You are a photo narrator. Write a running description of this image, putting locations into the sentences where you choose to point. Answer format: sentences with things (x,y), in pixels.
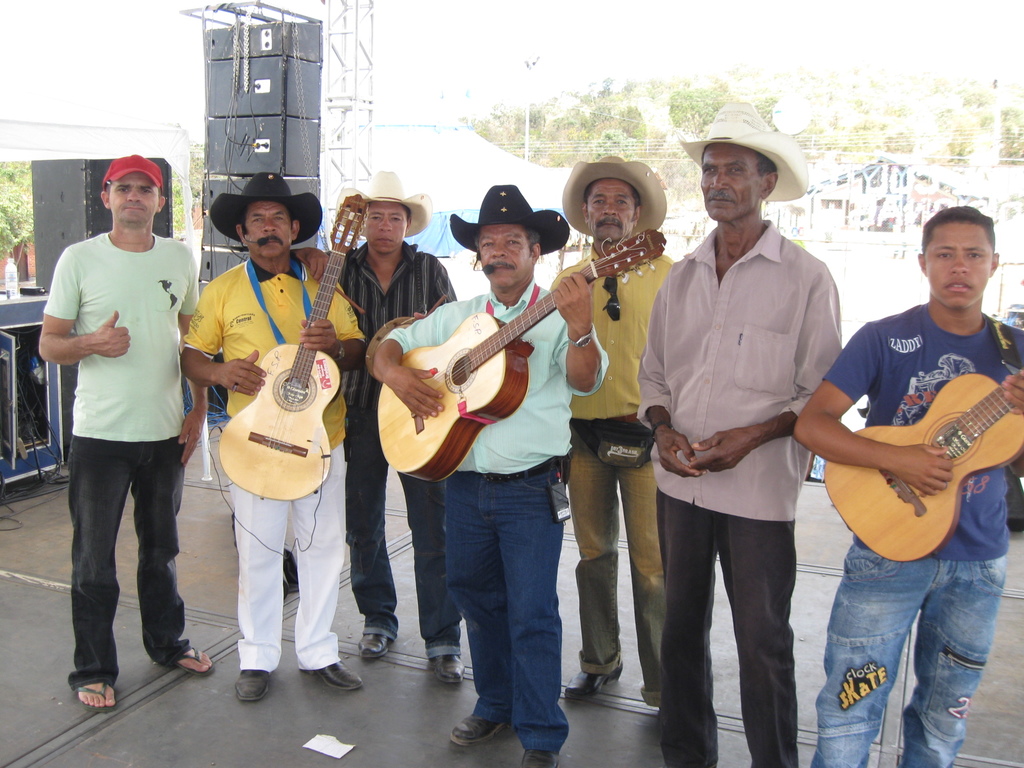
Here we can see a group of people (588,445) are standing on the floor (198,470), and holding a guitar (480,379) in the hands (412,382), and at back (684,85) here are the trees (674,118).
